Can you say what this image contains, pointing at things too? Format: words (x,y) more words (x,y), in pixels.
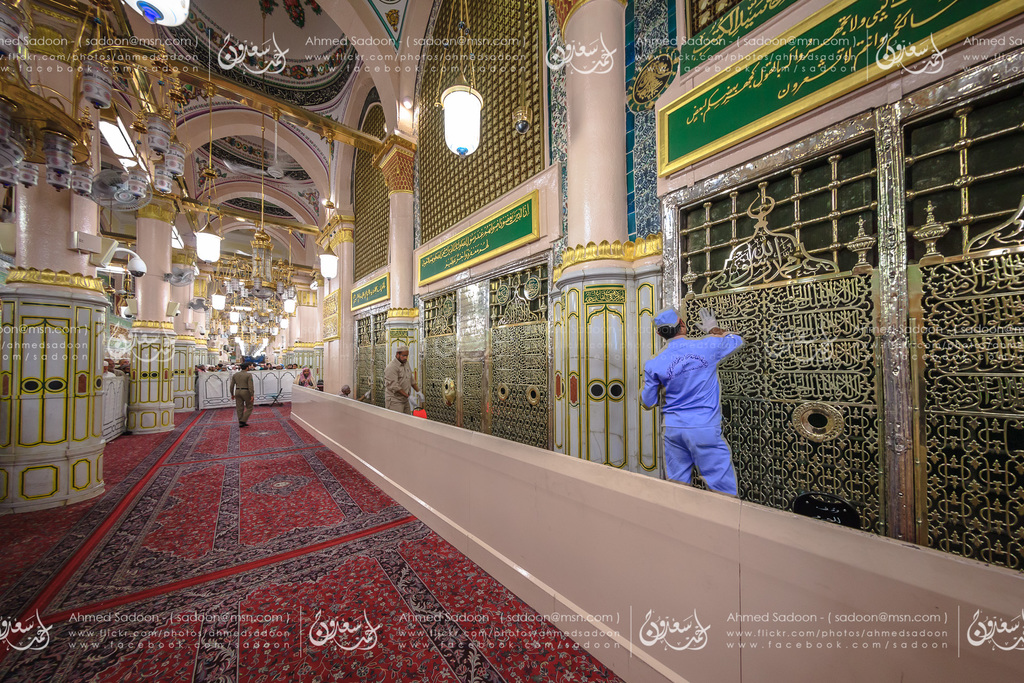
This picture is an inside view of a building (409,267). In this picture we can see pillars (385,175), wall (479,205), boards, chandelier (284,274), lamp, some objects (131,262) and some persons (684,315). At the bottom of the image (367,639) we can see floor (325,595) and some text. At the top of the image (302,58) we can see roof (348,46) and some text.
